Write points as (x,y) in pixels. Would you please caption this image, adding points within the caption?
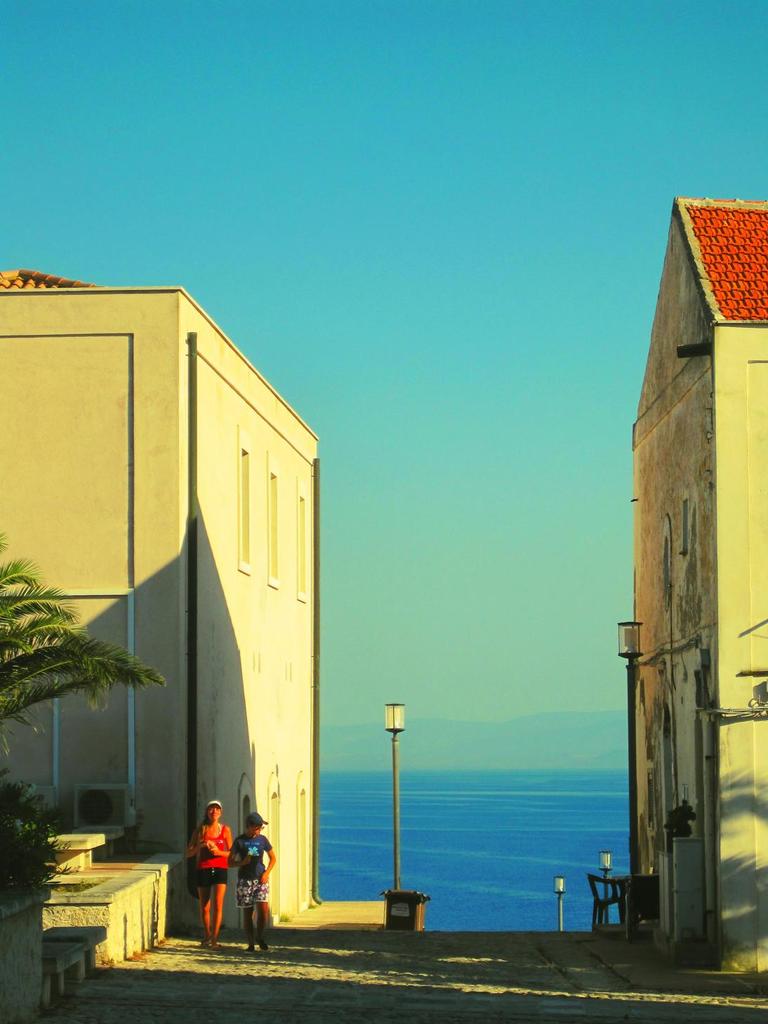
In the center of the image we can see the hills (525,752), water (470,816), poles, lights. In the background of the image (272,764) we can see the buildings (722,337), windows (275,537). On the left side of the image (256,850) we can see the trees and two people (249,883) are walking and wearing caps (214,805). At the bottom of the image (538,1008) we can see the road (415,985). At the top of the image (383,166) we can see the sky (372,291).
